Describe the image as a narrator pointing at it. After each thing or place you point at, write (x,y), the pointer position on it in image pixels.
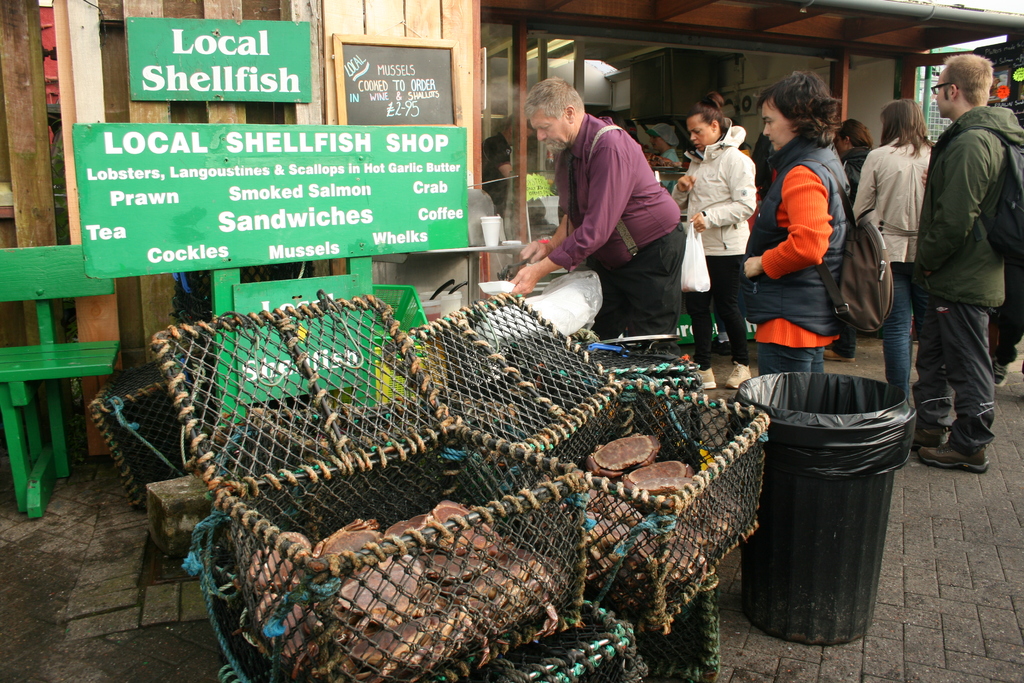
Here in this picture we can see baskets (196,459) present over there and behind that we can see boards (223,256) present and we can also see people (707,211) standing on the ground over there and we can see a dustbin (856,398) present on the ground (762,634) over there and we can see people (804,236) are wearing jackets (743,228) and carrying bags (849,265) with them over there.
